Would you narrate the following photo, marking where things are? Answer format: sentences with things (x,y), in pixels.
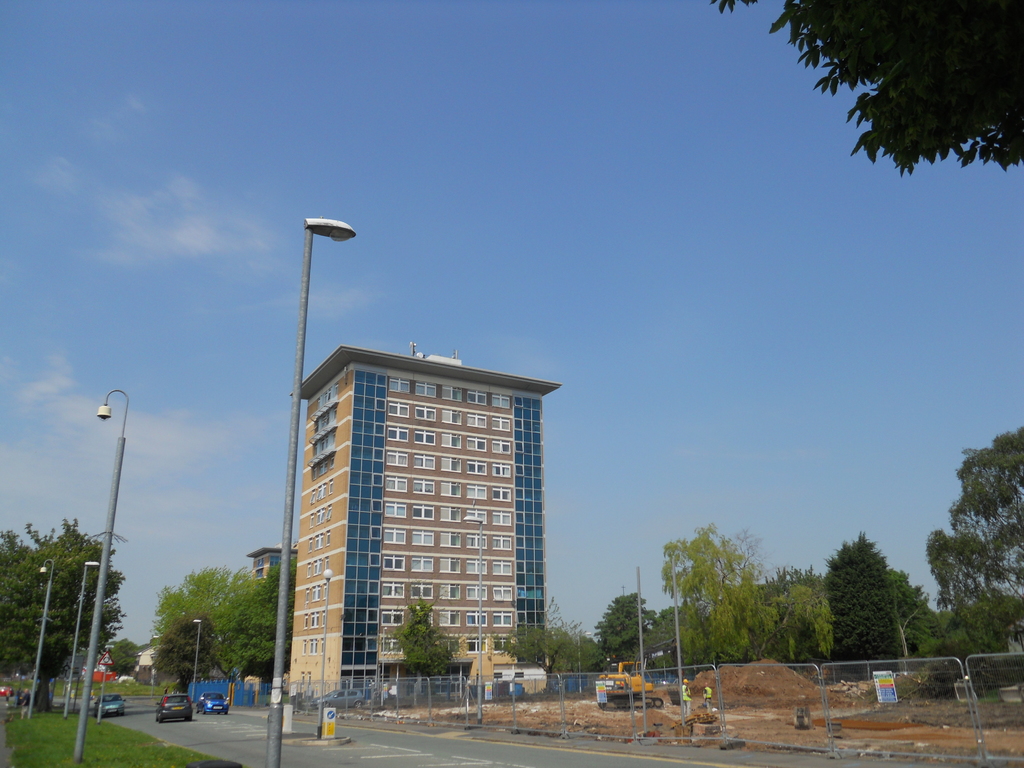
In the picture I can see light poles (77,624), vehicles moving on the road (661,765), I can see grass (100,754), fence (829,718), sand (738,725), bulldozer (623,697), trees (25,594), tower building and the sky (714,137) in the background (569,426).
